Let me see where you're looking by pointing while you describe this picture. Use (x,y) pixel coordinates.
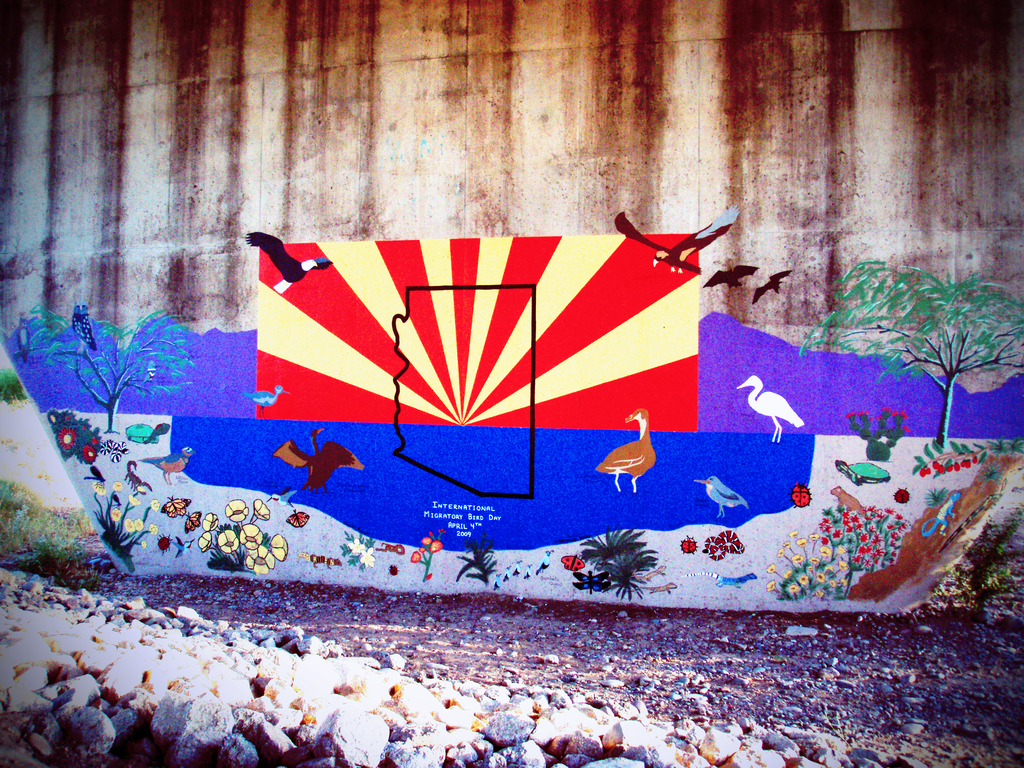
In Front (264,752) portion of the picture we can see pebbles (408,710). this is a plant (53,554). On the background (261,110) we can see a wall (633,114) and we can able to see a painting (599,431) on the wall (690,463) with birds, flower plants (838,551) and trees (926,360).
